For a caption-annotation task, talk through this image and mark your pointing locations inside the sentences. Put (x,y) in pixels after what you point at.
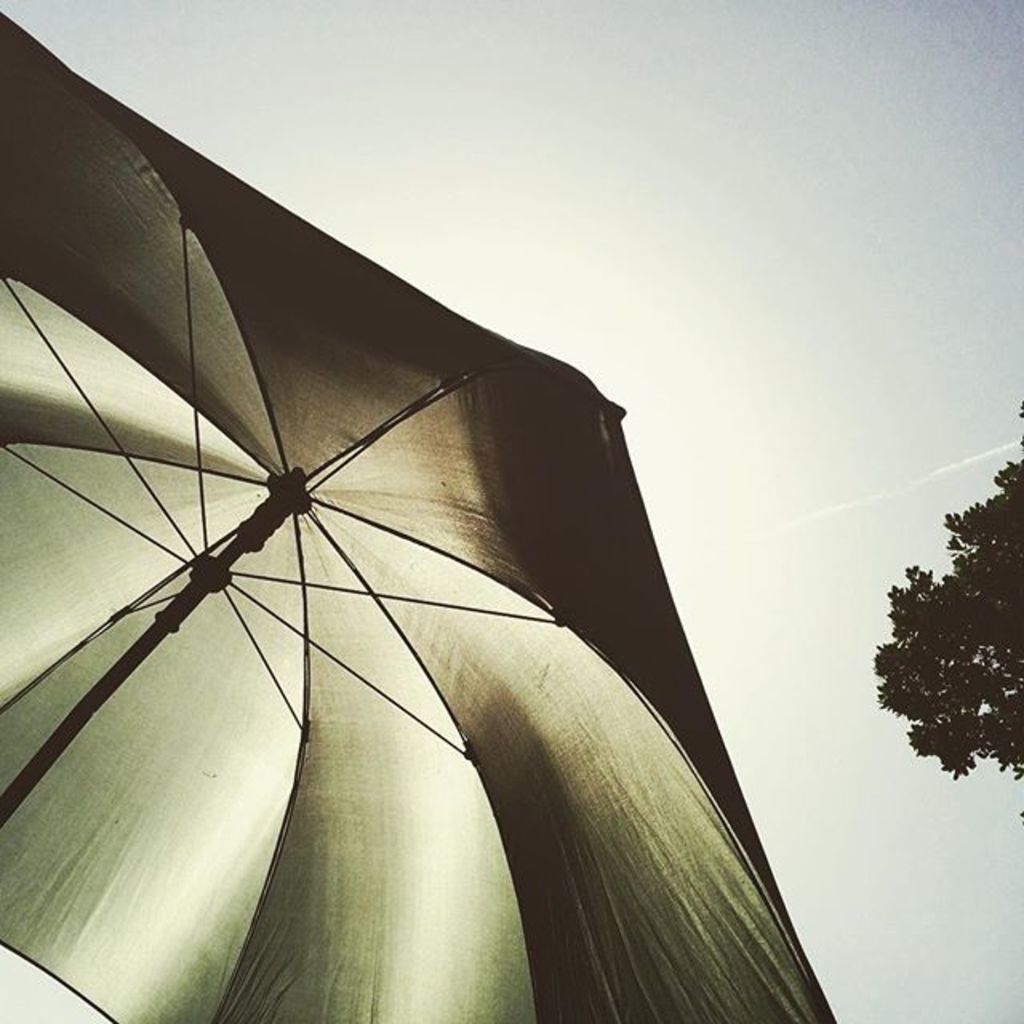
We can see umbrella (248,896) and tree (962,689). In the background (795,326) we can see sky (774,715).
